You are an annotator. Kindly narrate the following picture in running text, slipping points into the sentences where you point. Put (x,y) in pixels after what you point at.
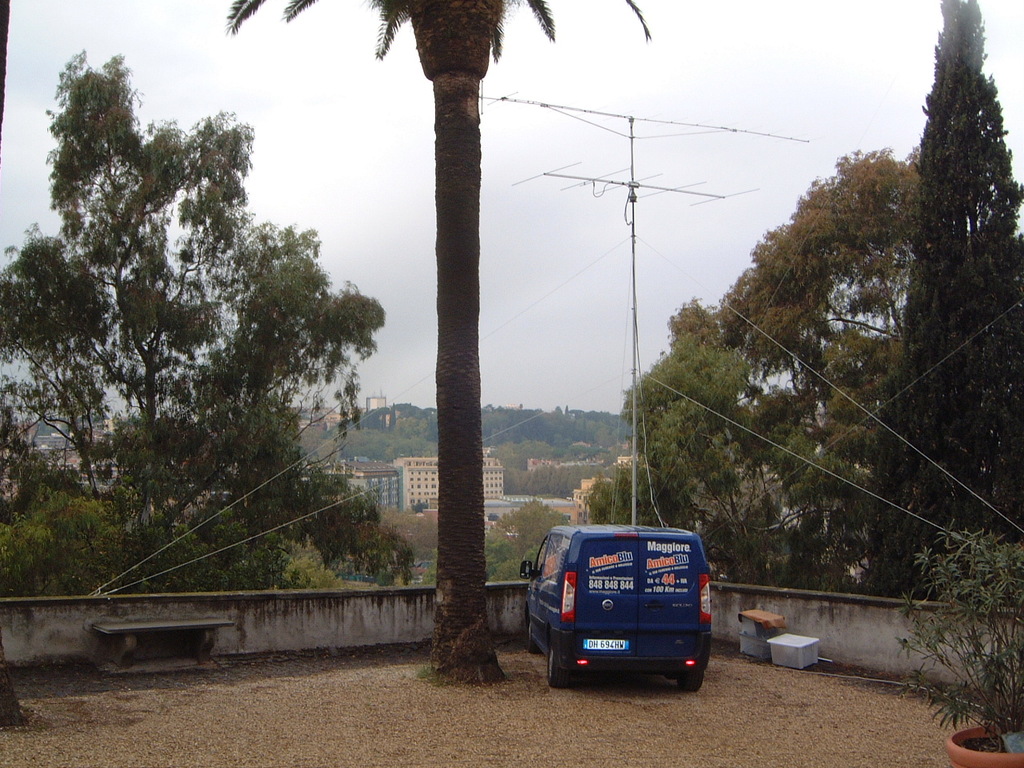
In this picture, we can see the ground (317,677) with some objects (144,630) like bench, boxes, plant (985,719) in a pot (956,757), we can see vehicle (664,600), wall (508,608), trees (469,565), buildings (399,484) with windows (385,494), poles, antenna (697,193), and the sky (535,172).
